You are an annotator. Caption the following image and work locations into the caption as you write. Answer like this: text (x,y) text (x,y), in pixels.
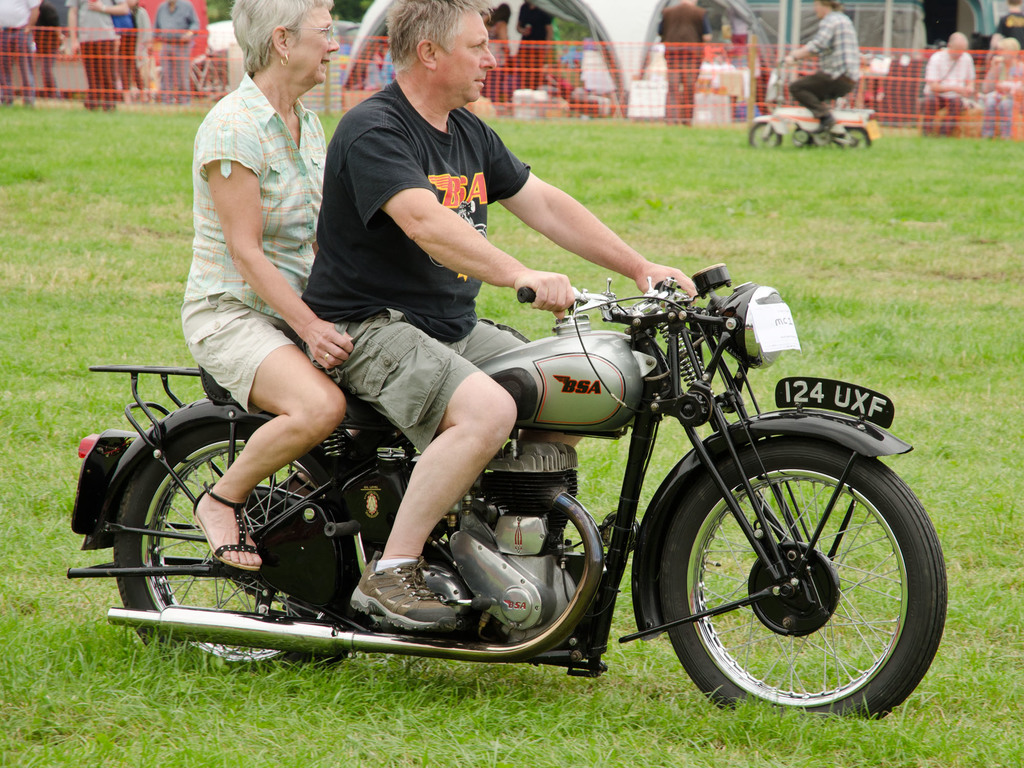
In this image I can see a man (400,344) and a woman (268,463) on a bike (611,520). In the background (24,22) I can see few more people (687,45) where few of them are sitting and few are standing.
